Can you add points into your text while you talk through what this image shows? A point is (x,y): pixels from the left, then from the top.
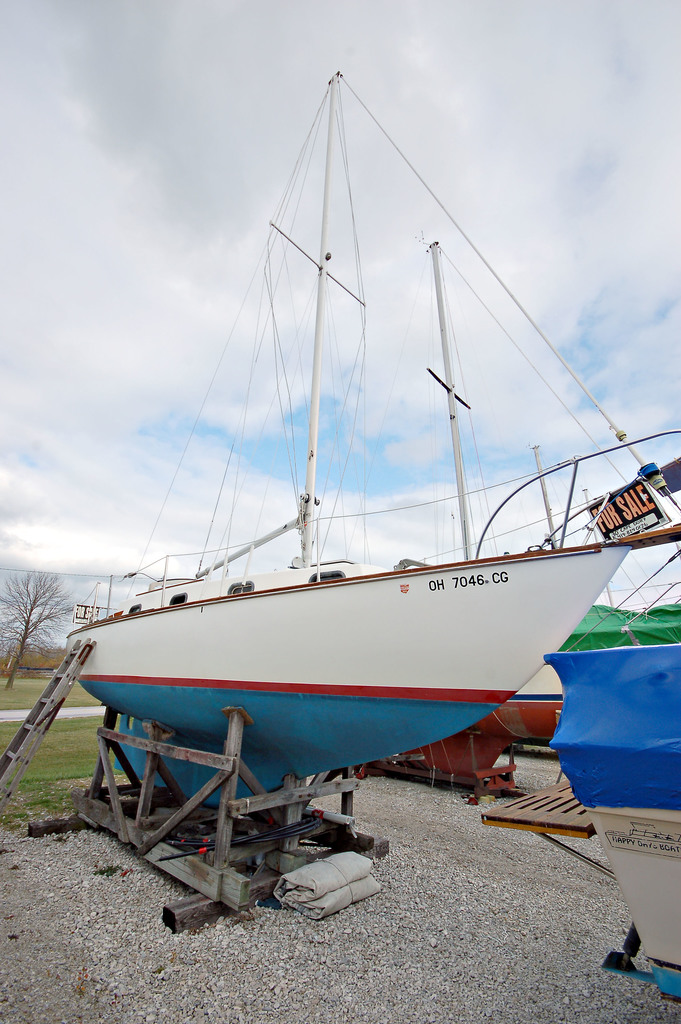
This picture contains boats (394,608) which are in white, blue and red color. Beside that, we see a ladder (55,681). At the bottom of the picture (311,954), we see concrete stones (325,940). In the background (37,626), there are trees (44,618). At the top of the picture (298,119), we see the sky (307,417) and the clouds (328,325).
